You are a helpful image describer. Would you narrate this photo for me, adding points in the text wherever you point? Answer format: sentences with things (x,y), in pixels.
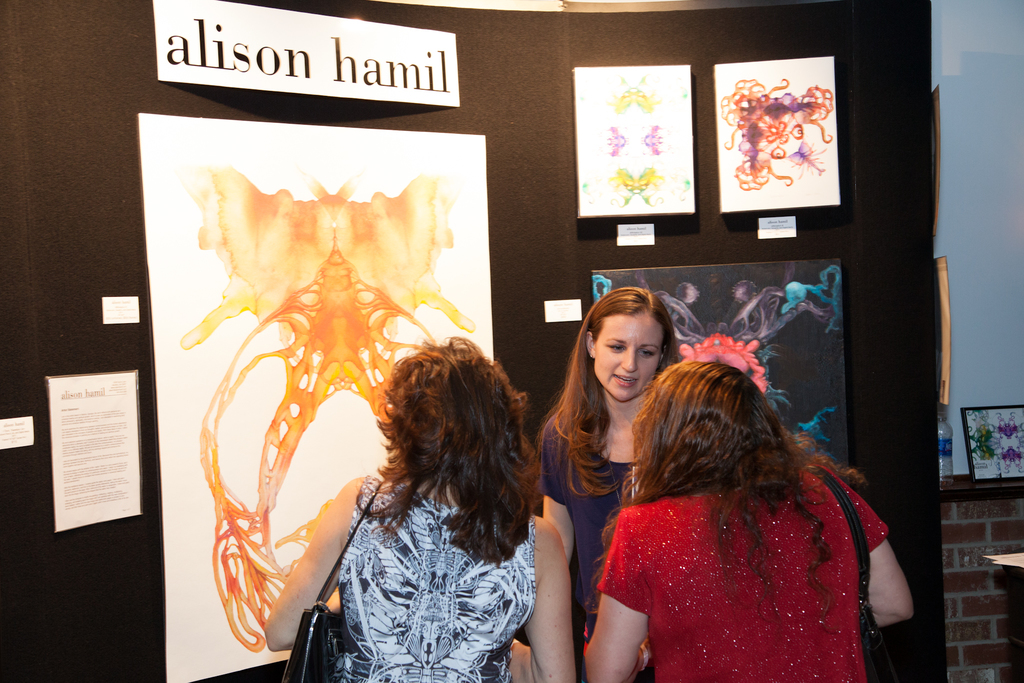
In this image there are three girls (499,376) standing, in front of them there are paintings (333,176), poster (131,398) and labels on it, beside that there is a frame (969,447) and a bottle (946,463) on the platform (945,492) and there is a wall (958,383).
